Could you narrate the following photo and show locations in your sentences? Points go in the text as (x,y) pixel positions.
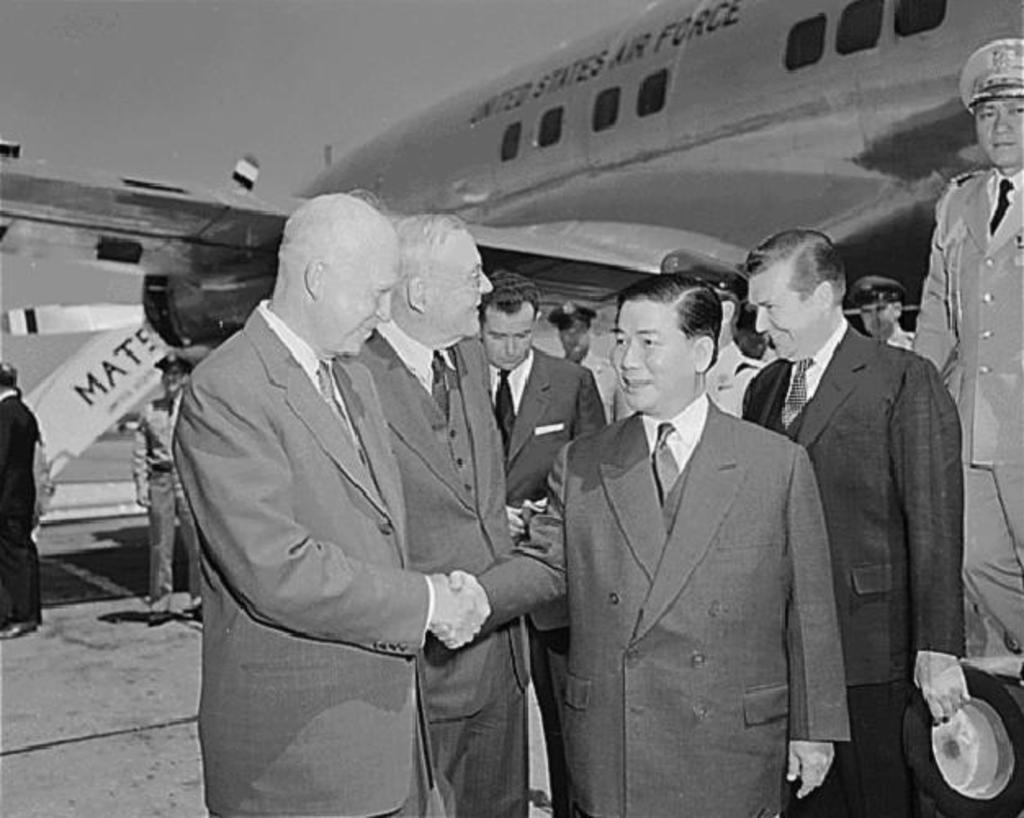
In the image in the center (560,429), we can see a few people (560,429) are standing. And the front people (745,503) are smiling, which we can see on their faces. And the right side person (826,435) is holding a hat (1003,735). In the background (398,177) we can see the sky (81,34), one airplane (553,170) and few people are standing.
